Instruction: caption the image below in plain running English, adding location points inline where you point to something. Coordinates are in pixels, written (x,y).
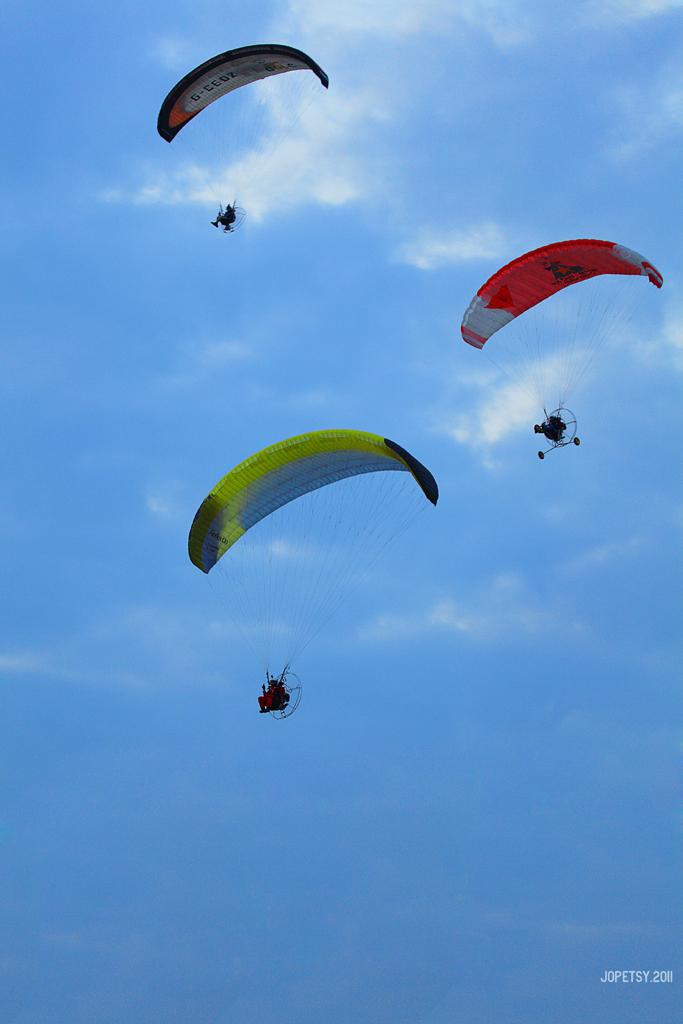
In this picture we can see few people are doing paragliding, they are in the air (343,524), and we can see clouds (278,150), at the right bottom of the image (625,975) we can find a watermark (635,972).
